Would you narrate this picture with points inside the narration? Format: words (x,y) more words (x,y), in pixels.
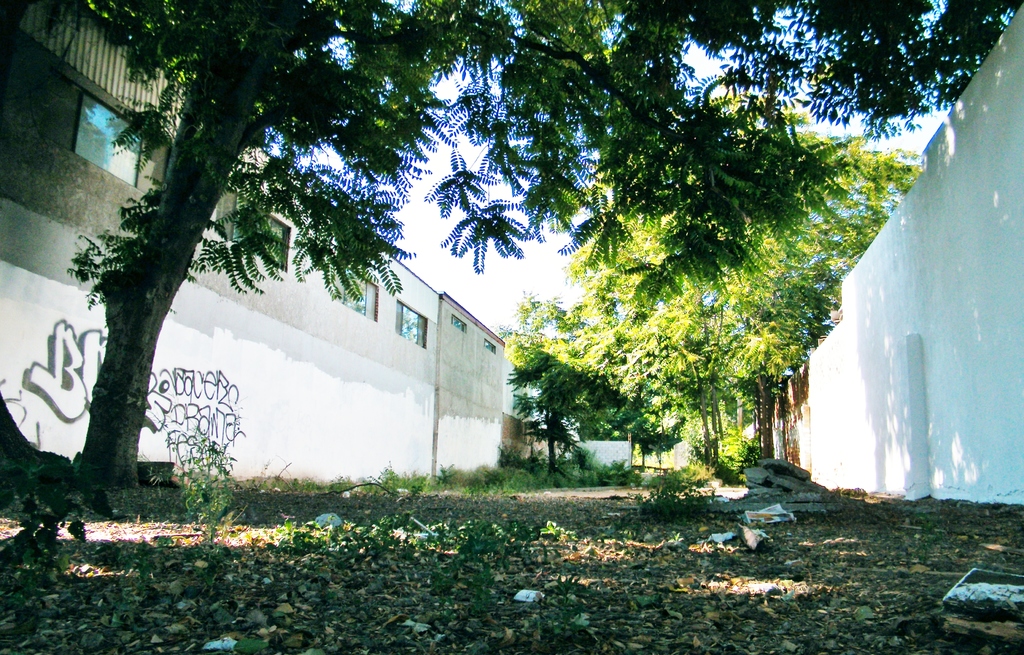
In the picture we can see a surface (669,644) with full of dried leaves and some plants (79,482) and a tree (101,396) and beside it, we can see a building wall (87,65) with glass windows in it and far away from it, we can see some trees (744,380) near the wall (838,372) which is white in color and behind it we can see a sky (443,257).
